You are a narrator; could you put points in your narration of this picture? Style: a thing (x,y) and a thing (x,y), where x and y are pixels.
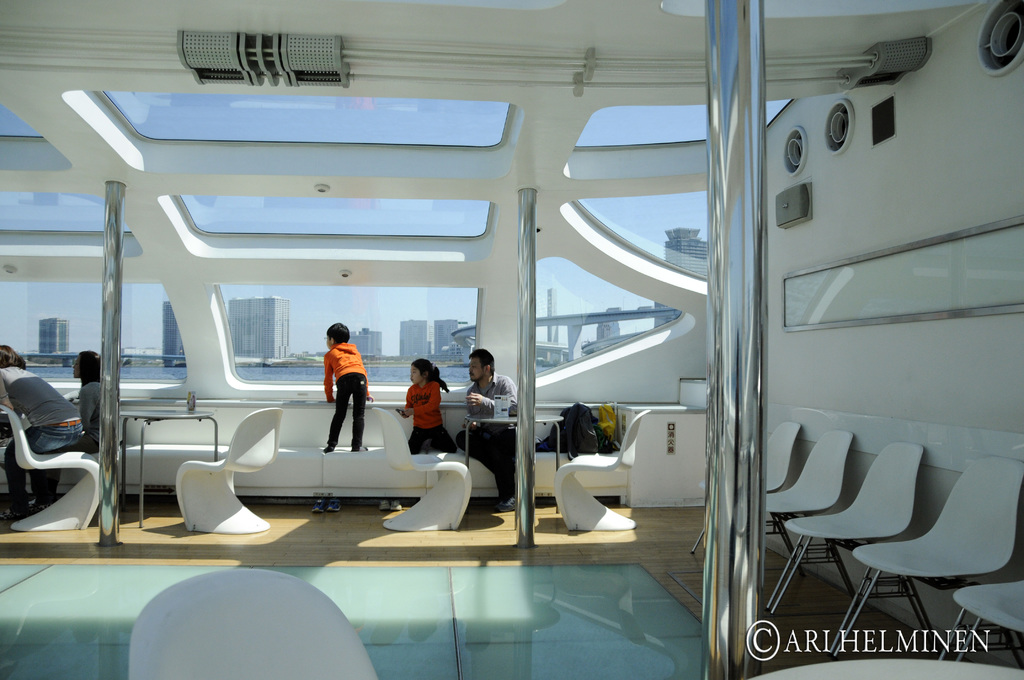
In the picture there is an internal structure (120,290) of a ship (305,402), there are many chairs (402,455) and tables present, there are people (355,350) present, there are glass windows (313,298), through the windows (281,326) we can see water (125,367) and buildings (253,307), there is a clear sky (416,310).
